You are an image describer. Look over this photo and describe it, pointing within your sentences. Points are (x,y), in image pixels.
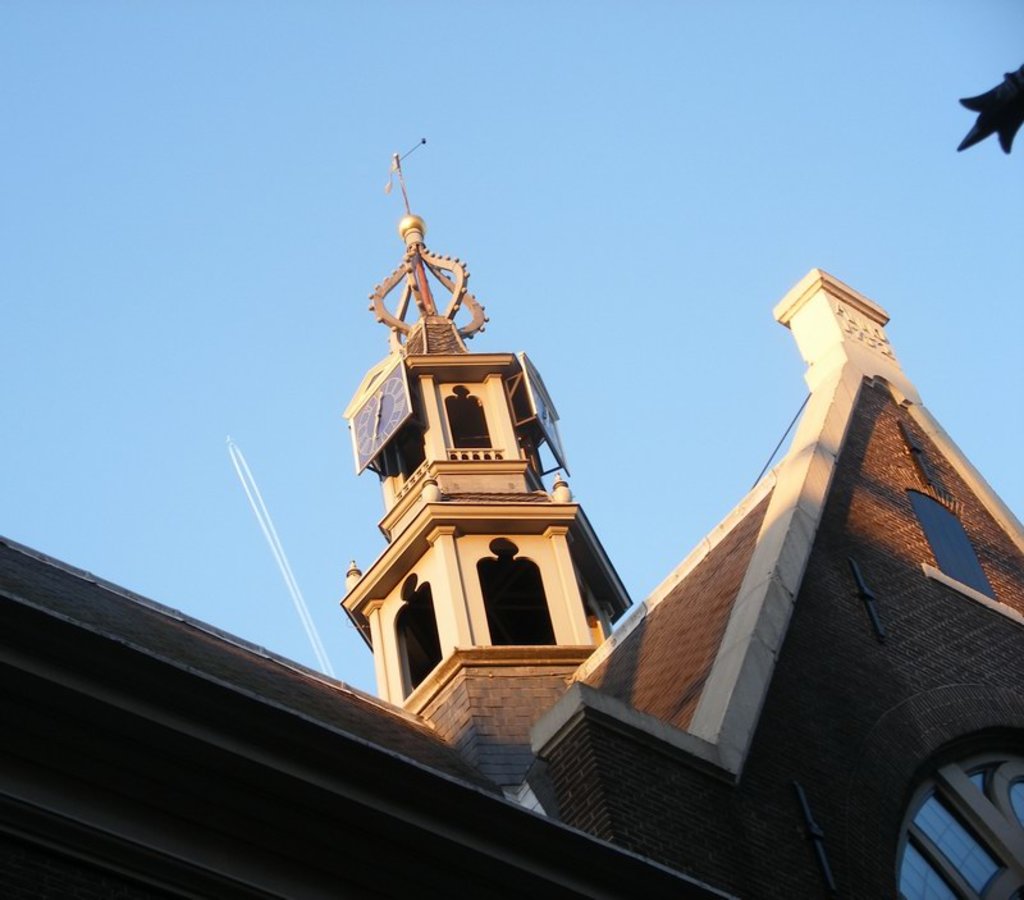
This is an outside view. Here I can see a building (557,756) and a tower (505,612). On the top of the image (185,131) I can see the sky (149,117).
